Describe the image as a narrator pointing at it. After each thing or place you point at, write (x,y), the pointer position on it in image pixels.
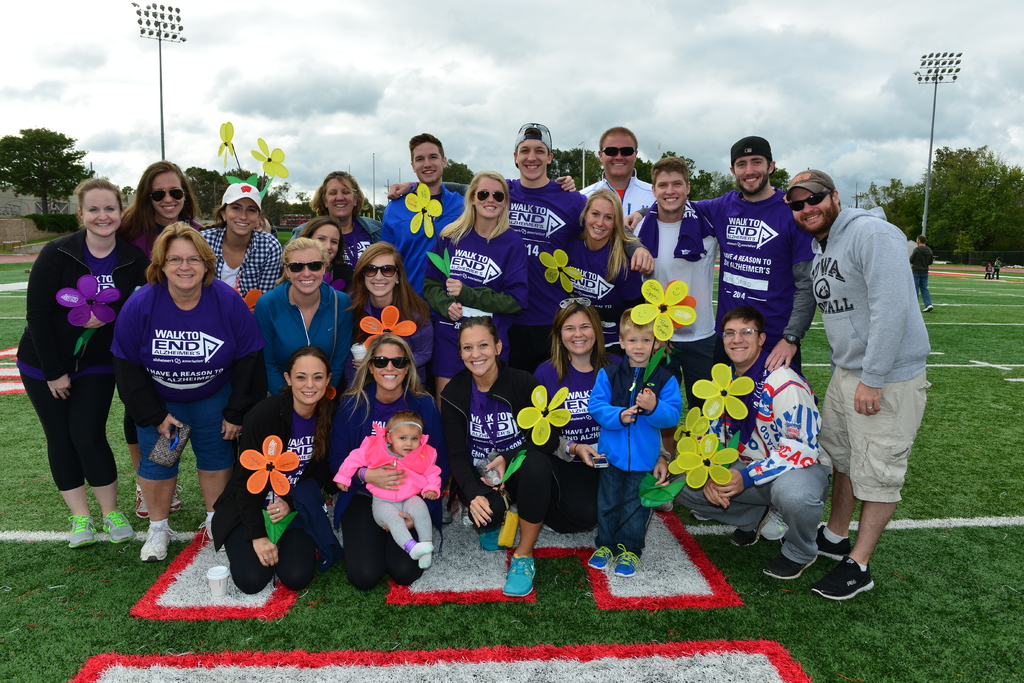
This image is taken outdoors. At the bottom of the image (51,604) there is a ground (39,580) with grass (500,621) on it. In the middle of the image (499,256) there are many people (385,253) standing on the ground (189,491) and a few (299,528) are in a squatting position and a few (612,494) are holding artificial flowers (711,395) in their hands (726,490). In the background (968,205) there are a few trees (46,176) and poles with lights (930,74). At the top of the image (341,81) there is a sky (477,82) with clouds (719,67).
